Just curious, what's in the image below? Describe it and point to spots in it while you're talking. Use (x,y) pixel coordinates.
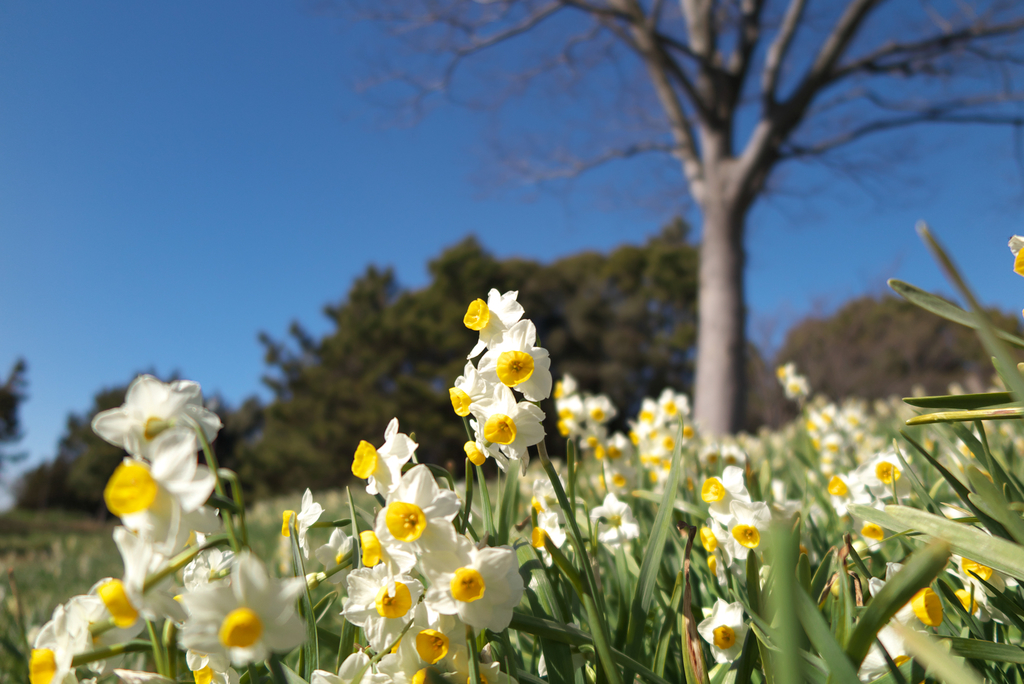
In this image there are so many flower plants (657,642) beside that there are so many trees (812,361).
